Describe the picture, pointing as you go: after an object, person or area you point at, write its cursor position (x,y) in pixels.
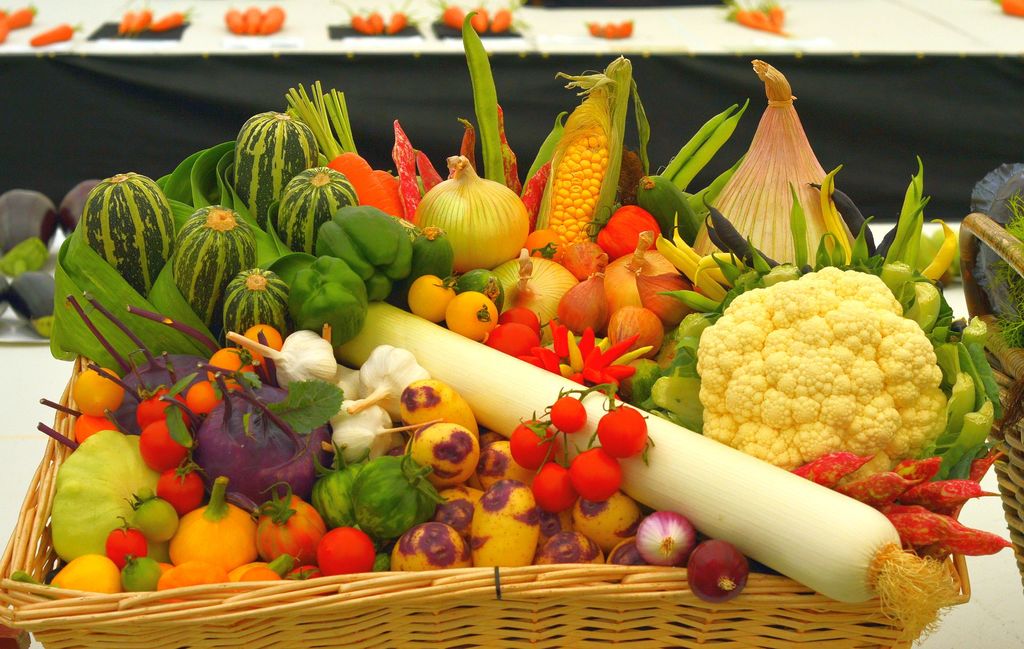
Here I can see a table (29,372) on which two baskets (1014,506) and a plate (12,334) are placed. On the plate (24,326) there are few brinjals (18,234). In the basket (417,587), I can see tomatoes (539,430), onions (497,210), cucumber (298,184), cauliflower (786,384), corn (593,160), capsicum (384,254) and many other vegetables (113,498). At the top of the image (343,84) there is another table (834,71) which is covered with a cloth (862,63). On the table (713,18) there are few carrots (360,18).
